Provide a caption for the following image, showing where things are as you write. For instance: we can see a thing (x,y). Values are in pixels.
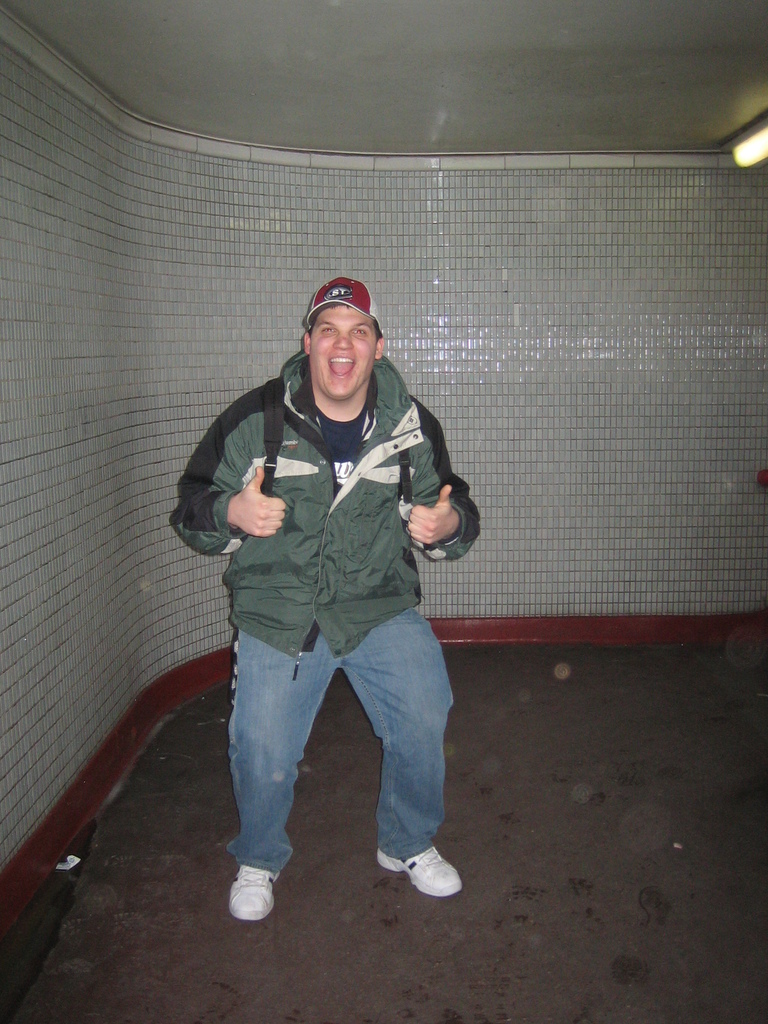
In this image I can see a person (346,449) standing and wearing green and black color jacket (278,540) and jeans (265,676). He is wearing a bag (278,435). Back I can see a white and maroon color wall (204,281).
